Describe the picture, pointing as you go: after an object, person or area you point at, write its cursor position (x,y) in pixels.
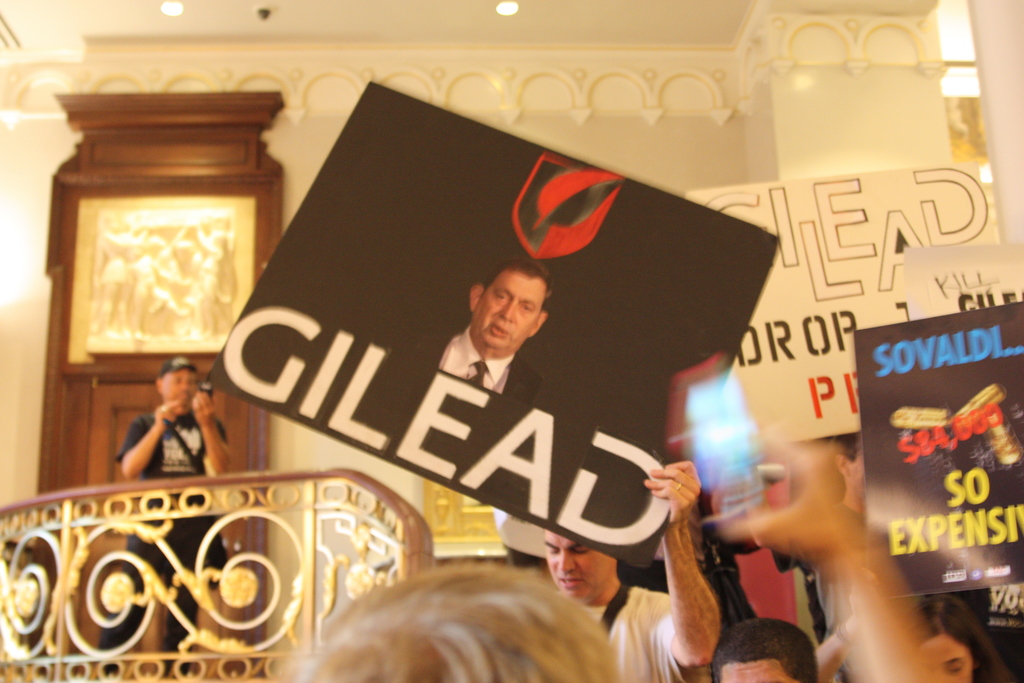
The picture consists of placards (660,423) and people (493,610). On the left (189,451) there is a person (169,436) holding camera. On the left (126,415) there are railing (109,516) and a door (101,417). At the top (175,17) there are lights (163,10) to the ceiling (461,24).
